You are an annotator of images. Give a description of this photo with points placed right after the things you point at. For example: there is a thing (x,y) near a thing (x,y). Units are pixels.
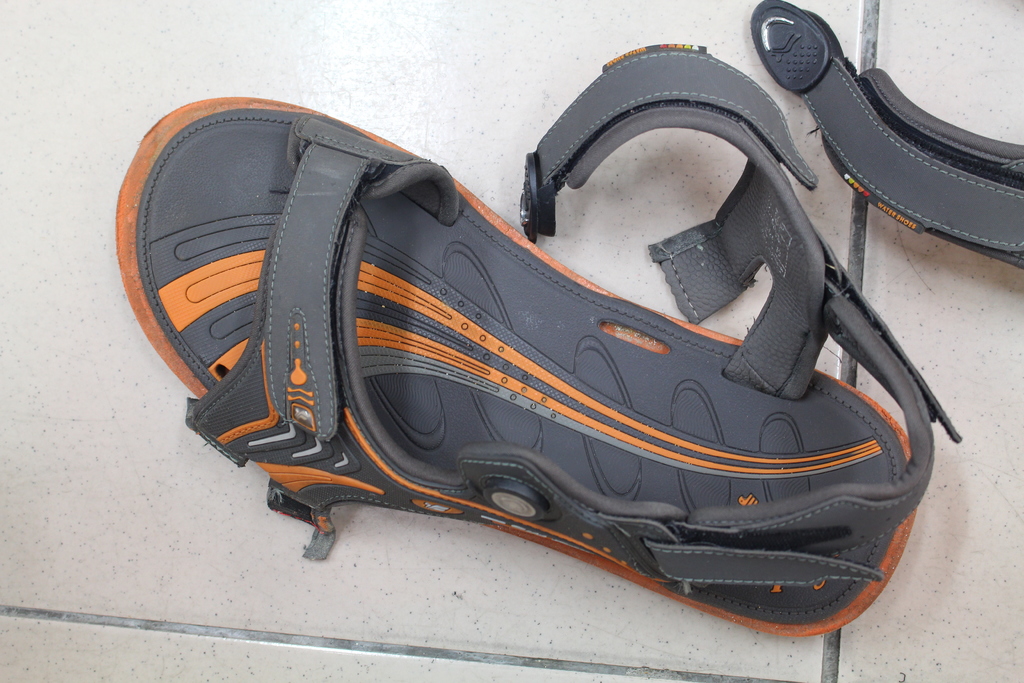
In this picture I can see footwear (691,55) on the floor (171,472) and I can see a belt (874,187) of another one on the side.
